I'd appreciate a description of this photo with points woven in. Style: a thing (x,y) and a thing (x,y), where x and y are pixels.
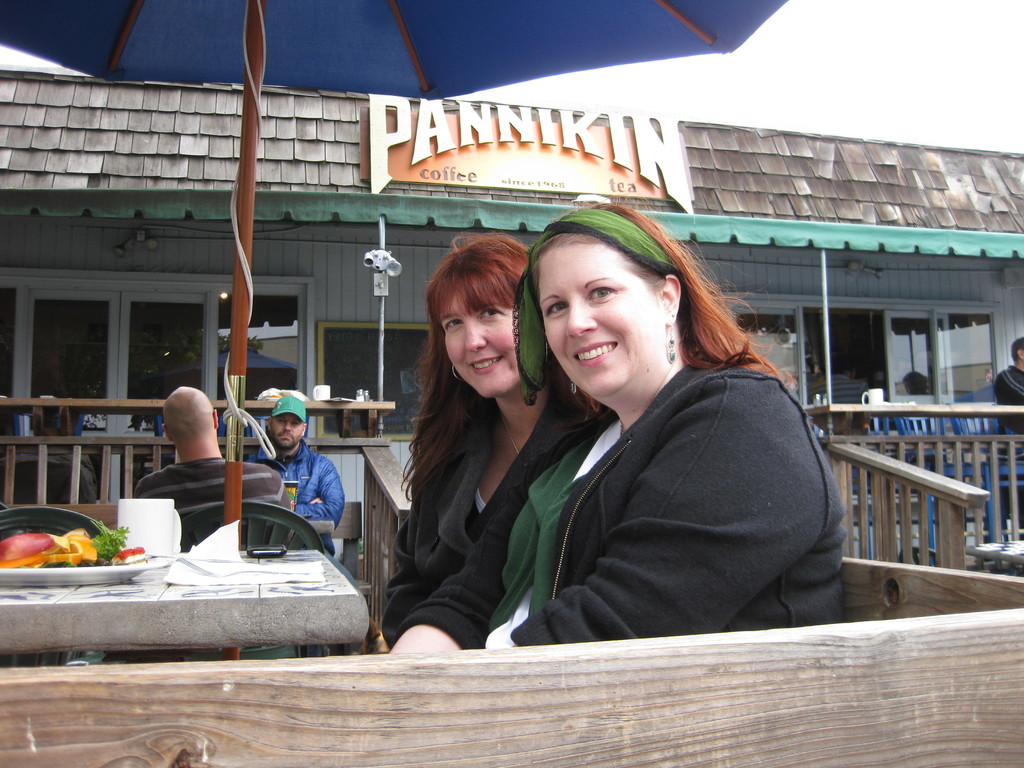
In the center of the image (565,337) we can see the women (665,465) sitting in front of the table (157,572) and under the umbrella (444,64). We can also see the plate (75,570) of food items (77,541) and also the tissues (215,572) on the table (309,607). In the background (288,383) we can see the railing (906,466), house (360,211) and also windows (204,325). We can also see the persons (278,479) sitting on the chairs (303,517). On the right (1022,427) we can see a man (997,403) standing. Sky (850,49) is also visible in this image and at the bottom (771,663) we can see the wooden bench (657,712).
